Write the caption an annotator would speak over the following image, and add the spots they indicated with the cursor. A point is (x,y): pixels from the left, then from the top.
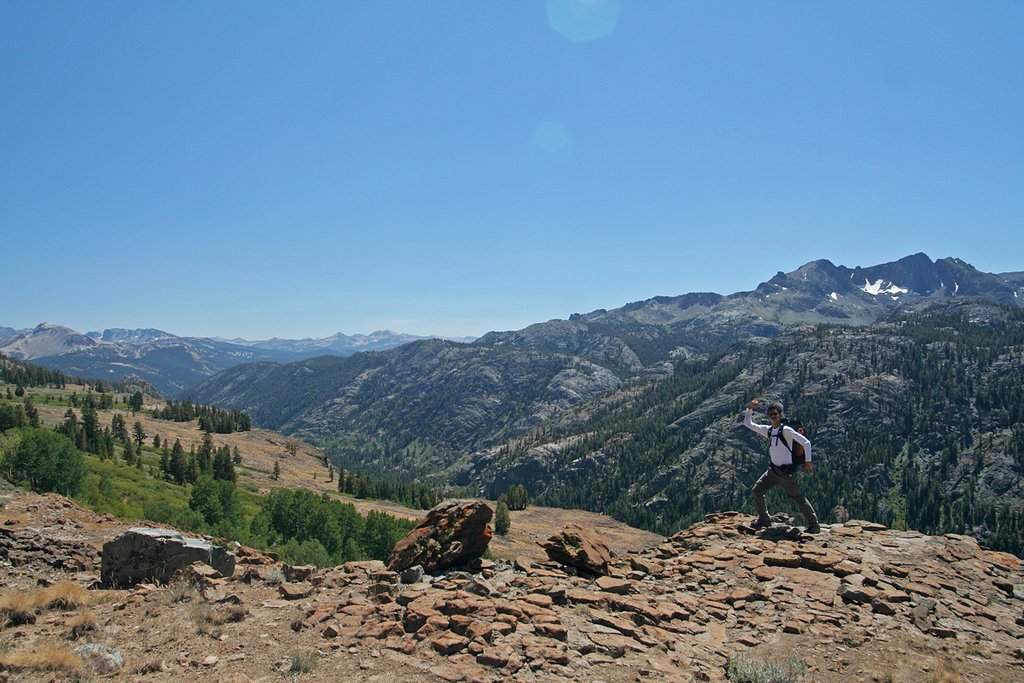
In this picture there is a man (784,442) who is wearing t-shirt (772,459), jeans (790,493), bag (795,449), goggles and shoe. He is standing corner of this land (760,533). On the bottom (411,587) we can see stones (582,586). In the background (401,375) we can see the mountains (672,320) and trees (377,404). On the top (549,66) there is a sky (559,56). Here we can see snow (865,286).
